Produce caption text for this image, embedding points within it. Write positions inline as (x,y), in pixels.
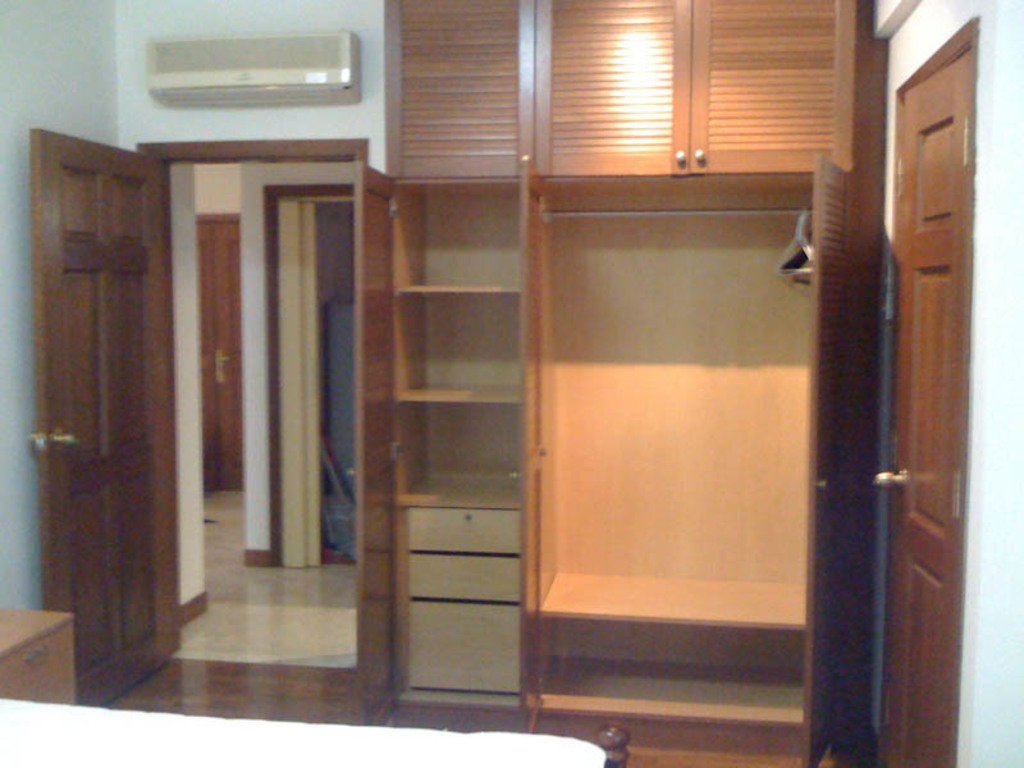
This picture is taken inside a room (0,24). There is a wardrobe (688,347). Beside there is a door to the wall (307,106) having air conditioner (166,73) attached to the wall (175,127). Left bottom there is a cabinet (24,672). Behind the door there is a wall (257,425) having a door (242,446).
